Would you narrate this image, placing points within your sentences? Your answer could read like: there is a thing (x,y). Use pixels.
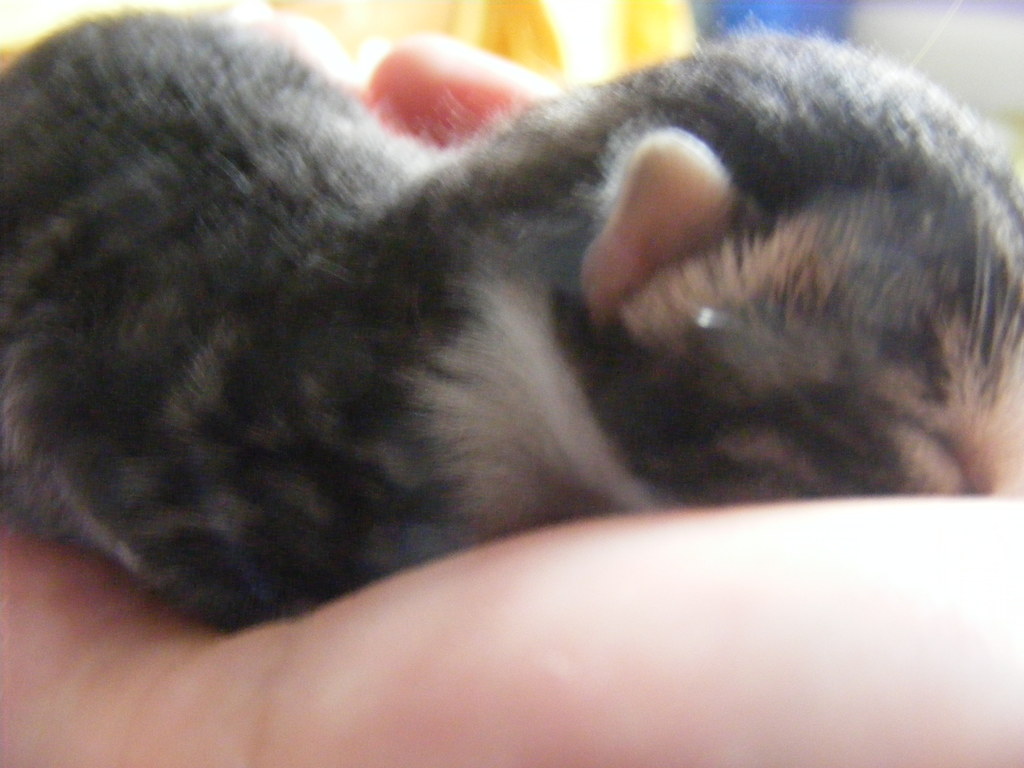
In this image we can see that there is a person hand (620,551) on which there is an animal (443,270).
